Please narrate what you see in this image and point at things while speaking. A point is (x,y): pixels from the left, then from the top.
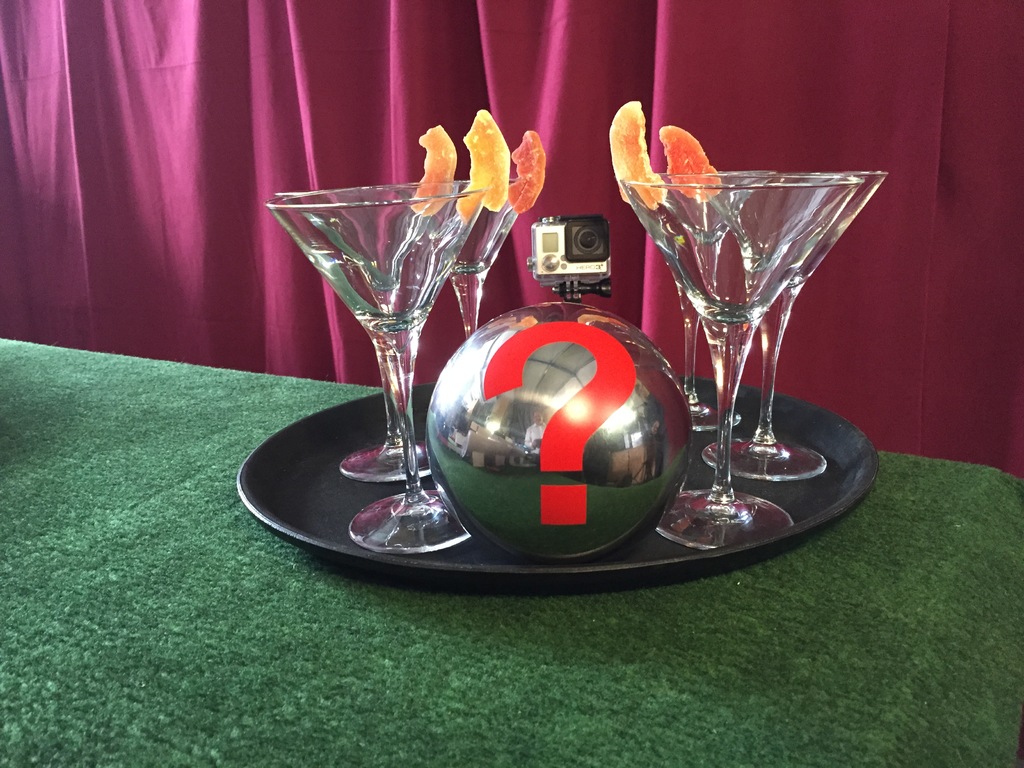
In this image i can see few glasses (401,261), a camera (579,274), a ball (575,303) in a plate (481,549) on a table (211,599), at the back ground (193,326) i can see a curtain (135,211).
